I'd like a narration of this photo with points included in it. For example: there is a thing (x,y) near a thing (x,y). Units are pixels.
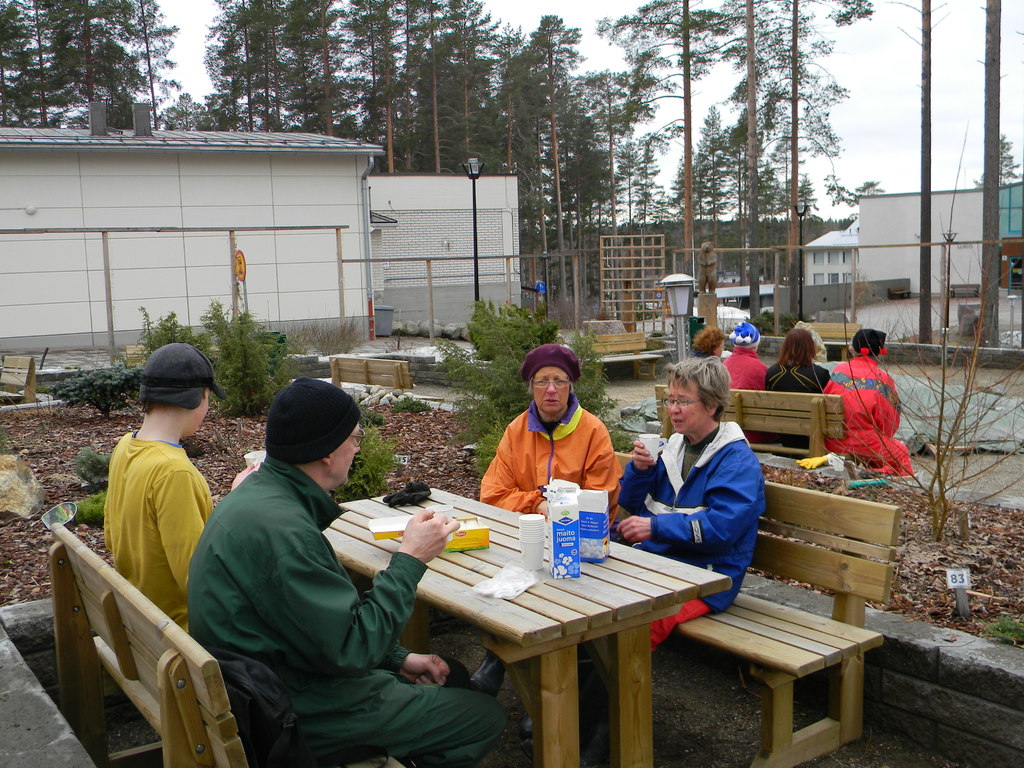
There are four people (520,463) sitting on the bench (737,632). The person (728,532) with the blue jacket (659,481) is holding a glass (648,446) her hand (641,457). On the table (643,568) we can find some glasses (544,558) and milk (551,518). There is also a glove (418,496) on the table (414,509). In the back (854,415) there are four people (783,362). In the background (807,122) there are some trees (433,78) and the building (206,157). There are bushes (245,350).
